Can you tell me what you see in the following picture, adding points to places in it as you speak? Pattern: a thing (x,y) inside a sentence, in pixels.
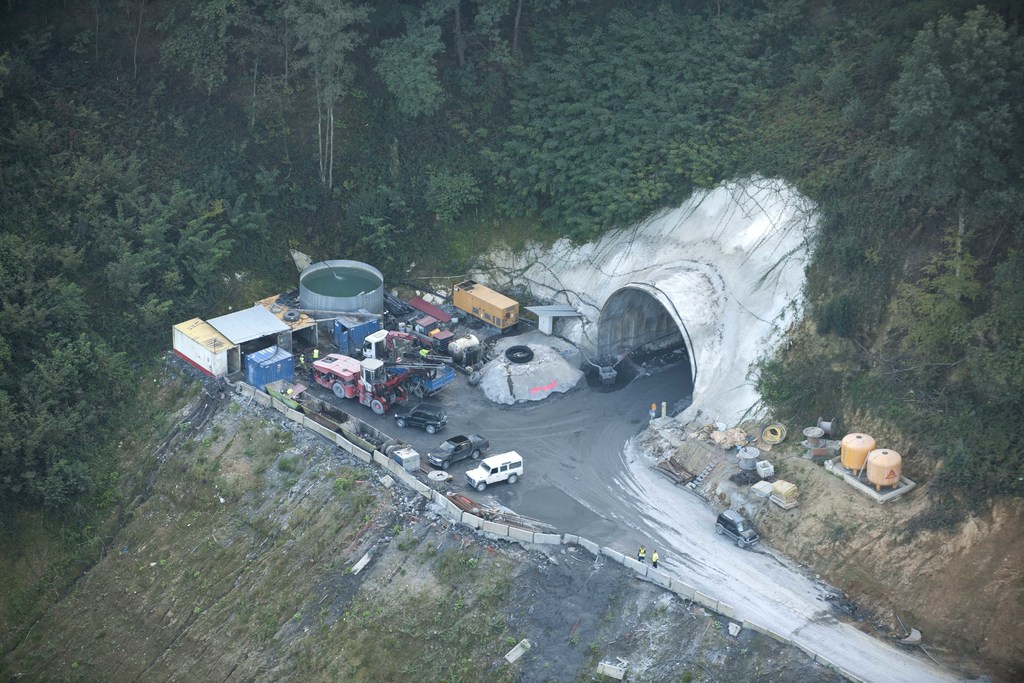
In this image we can see many trees (432,165). There are few sheds (238,341) and vehicles (471,449) in the image. There is a tunnel (658,329) in the image. There is a hill (840,493) in the image. There is a road (704,513) and two water tanks (874,472) in the image.
